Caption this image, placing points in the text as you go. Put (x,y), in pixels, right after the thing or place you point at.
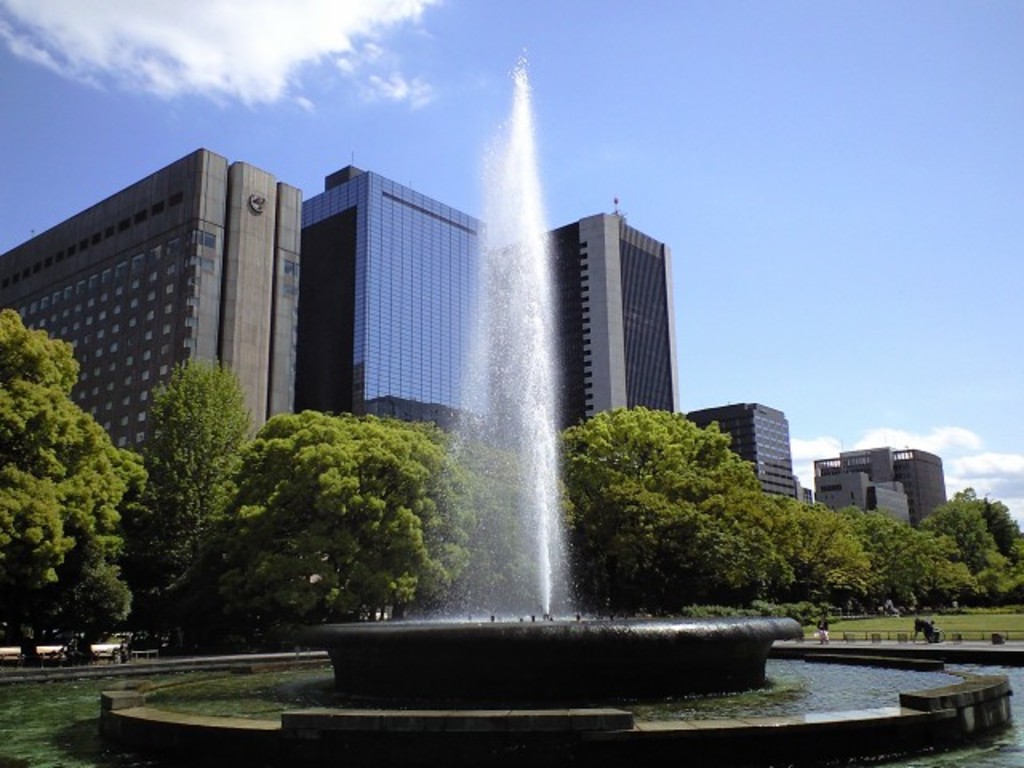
In this picture we can see the water (474,606), fountain (378,685), grass (879,629), trees (437,514), buildings (235,333), some objects (894,635) and in the background (910,247) we can see the sky (564,54).
